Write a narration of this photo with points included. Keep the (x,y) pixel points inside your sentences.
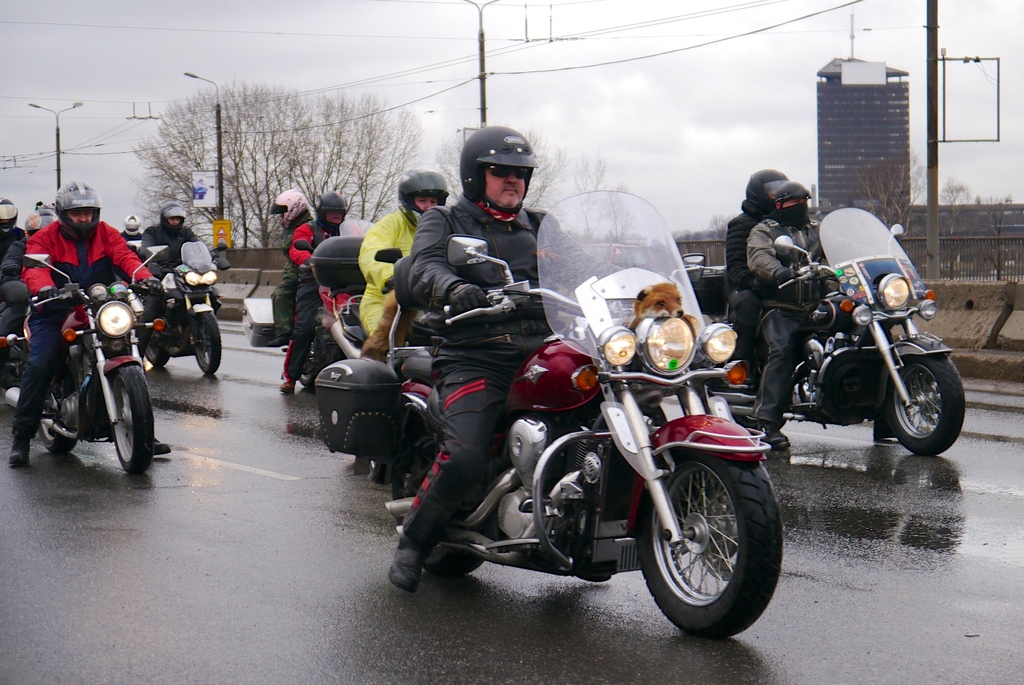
In this picture we can see some people (105,269) riding bikes (604,332), they wore helmets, in the background (886,130) there is a building (877,140), poles (936,125), lights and trees (380,159), we can see the sky (266,26) at the top of the picture (228,58), there is a board (211,188) here.
